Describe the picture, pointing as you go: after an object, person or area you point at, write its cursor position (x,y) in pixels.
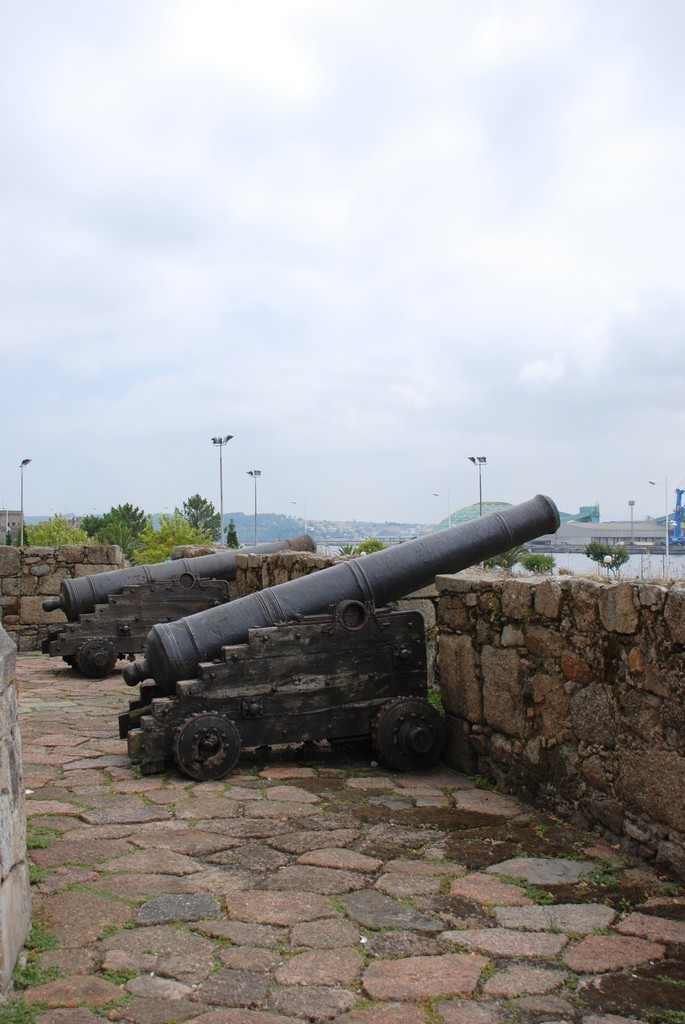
In this picture there are two cannon (210,621) placed on the cobble stones (293,768). In the front (472,641) there is a small boundary wall (648,733). In the background (221,489) we can see some trees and electrical poles (221,461).
